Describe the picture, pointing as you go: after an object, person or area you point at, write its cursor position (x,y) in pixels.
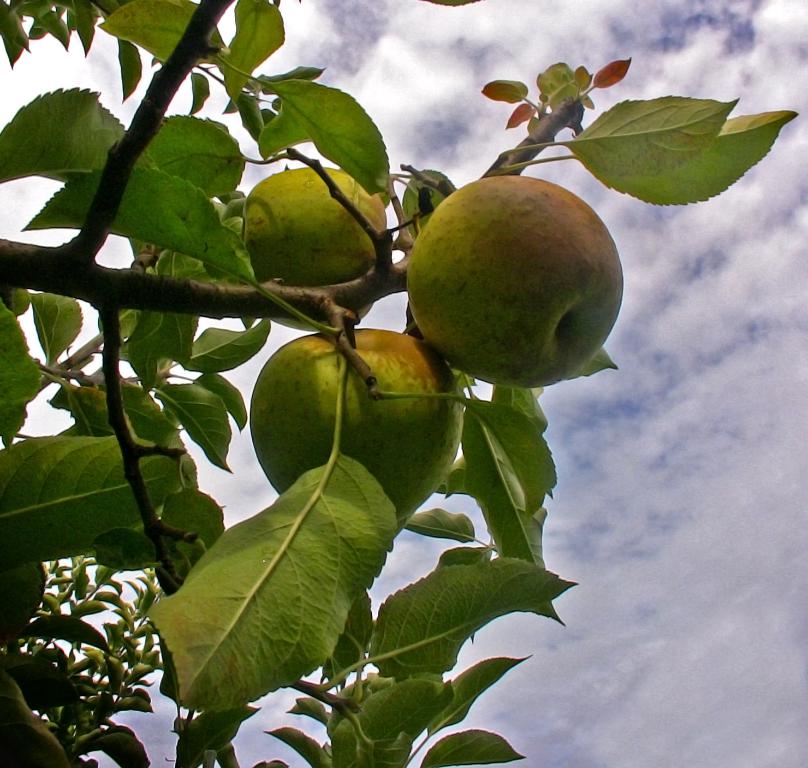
In this image we can see apple trees (234,550) and we can see apples (306,212). In the background (678,667) there is sky (668,558).
